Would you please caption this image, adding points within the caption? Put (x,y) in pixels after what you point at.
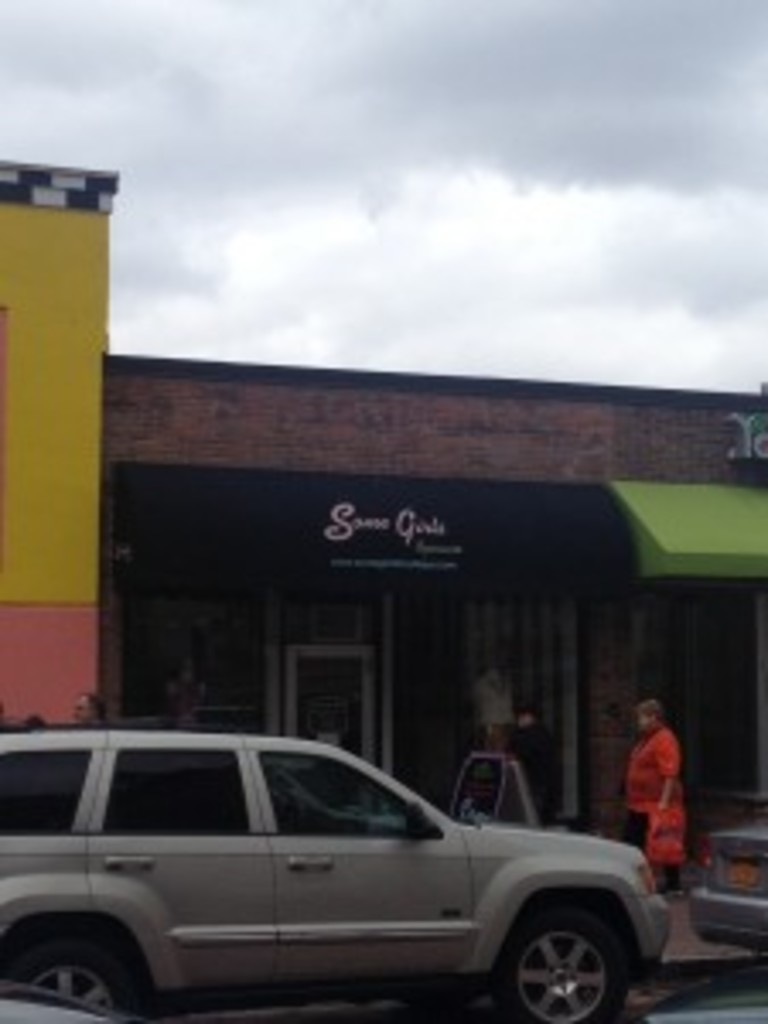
In this picture I can observe a car (261,909) on the road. In the middle of the picture (358,529) I can observe a building (311,505). In the background (346,321) I can observe some clouds (356,190) in the sky (362,95).
